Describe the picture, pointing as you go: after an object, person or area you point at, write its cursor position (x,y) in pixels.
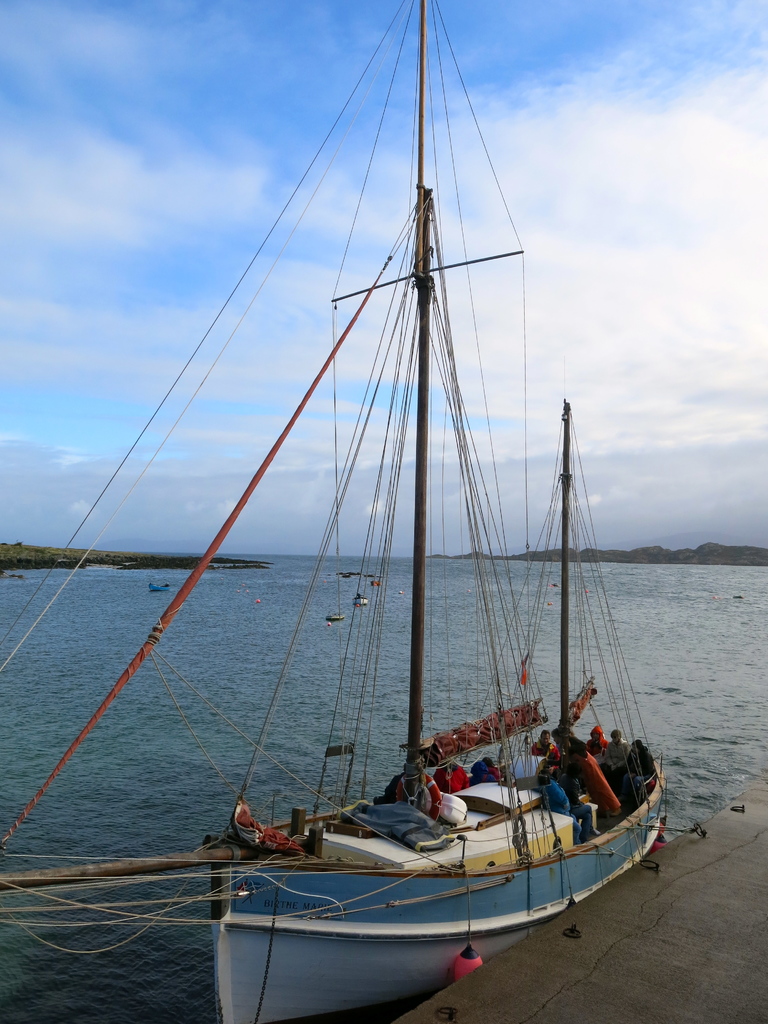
In this image we can see a boat (658,792) in which we can see a few people (559,774) and some objects (444,833) are kept is floating on the water (159,816). Here we can see the surface (661,930), we can see ropes (378,394), hills (711,549) and the blue sky (519,139) with clouds (398,347) in the background (397,81).
